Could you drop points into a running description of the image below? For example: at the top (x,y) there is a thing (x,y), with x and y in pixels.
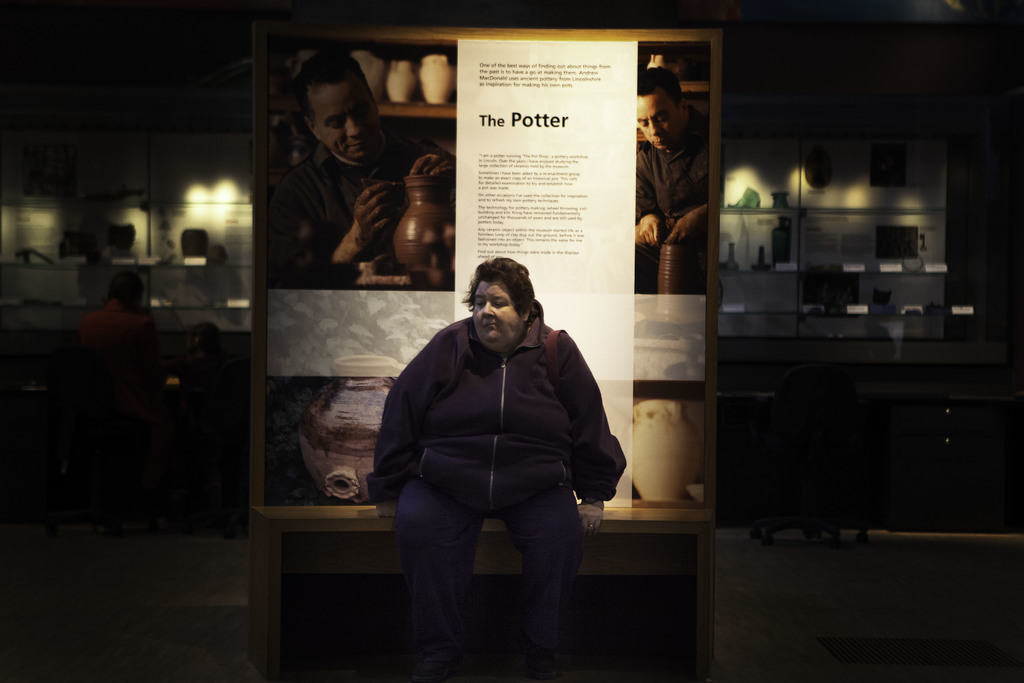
In the center of the image (516,379) there is a lady (464,493) sitting on table (326,519). Behind her there is a banner (277,178) with some text (566,183) and depictions (656,167) of persons (397,200). In the background of the image (811,183) there are shelves (744,296) with some objects (87,250) in it. There are chairs (842,383). There are people (199,403) sitting on chairs (93,425). At the bottom of the image (206,617) there is floor (155,645).
